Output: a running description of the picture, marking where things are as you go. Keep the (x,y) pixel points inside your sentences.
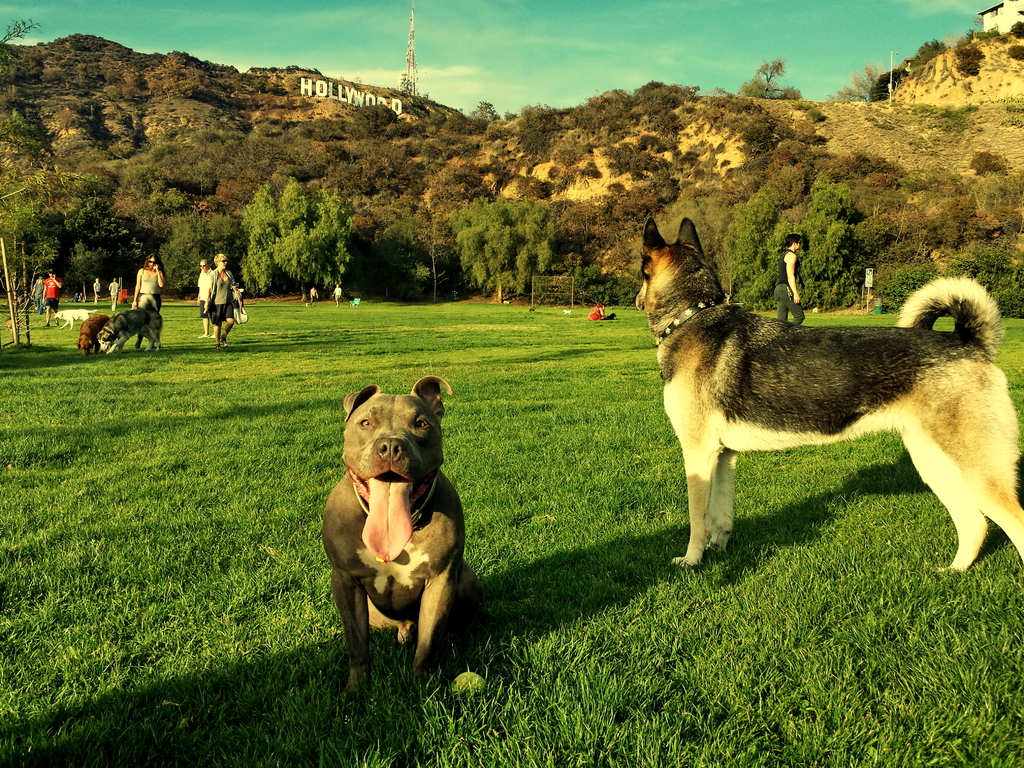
In this image in the foreground (963,431) there are some dogs (364,501) and in the background (86,321) there are some dogs (72,314) and some people (118,285) are walking. At the bottom (615,605) there is grass (763,581) and in the background (353,217) there are some mountains (728,208) and trees (820,211) and on the top of the image (387,48) there is sky (691,49).
